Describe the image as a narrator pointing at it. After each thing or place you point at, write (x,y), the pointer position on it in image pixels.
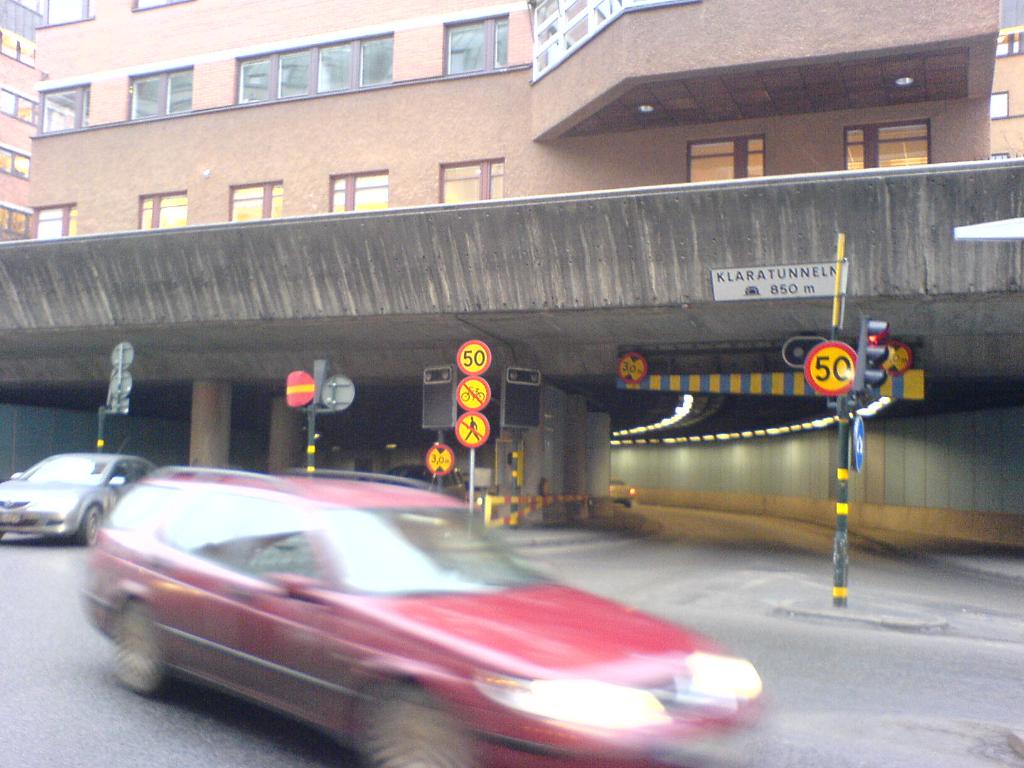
In the foreground of this image (241,547), there are two cars (302,575) on the road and also few sign boards (471,408), a subway road (736,516) and at the top (113,57), there are buildings (119,63).
